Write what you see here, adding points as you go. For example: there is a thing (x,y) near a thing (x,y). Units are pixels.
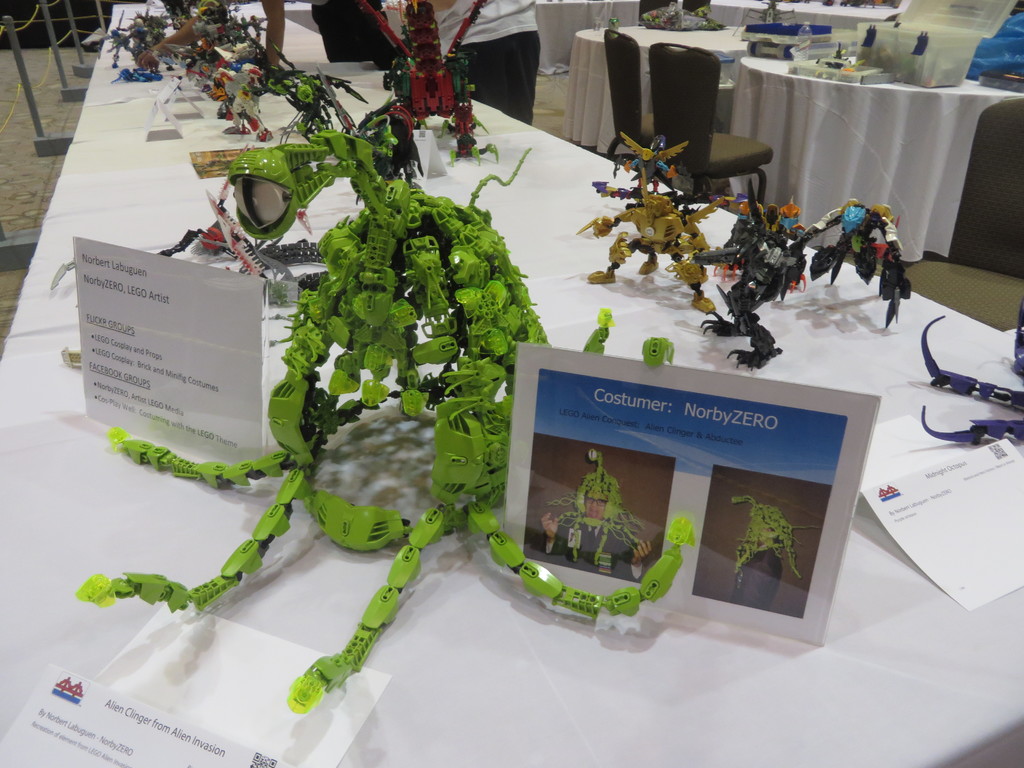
In this image we can see a person (497,51) is standing at the top most (515,48) center of the image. There are some objects (345,243) placed on the table (519,671).
